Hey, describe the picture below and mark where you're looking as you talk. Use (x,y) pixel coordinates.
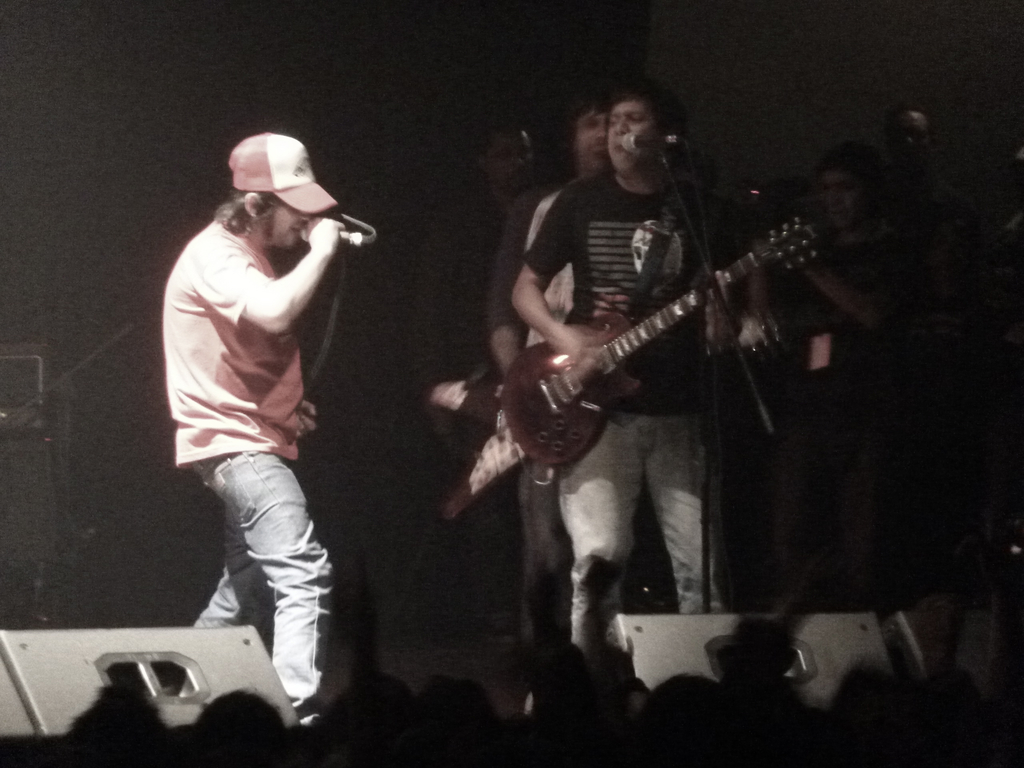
This image is clicked in a concert. There are many people (275,442) in this image. To the left (220,357), the man (214,371) wearing pink shirt (211,395) is singing in a mic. To the right (687,443), the man (569,229) wearing black t-shirt (626,254) is playing guitar (600,335). At the bottom (429,699), there is a crowd (336,704). To the left (49,670), there is a speaker (33,665).
